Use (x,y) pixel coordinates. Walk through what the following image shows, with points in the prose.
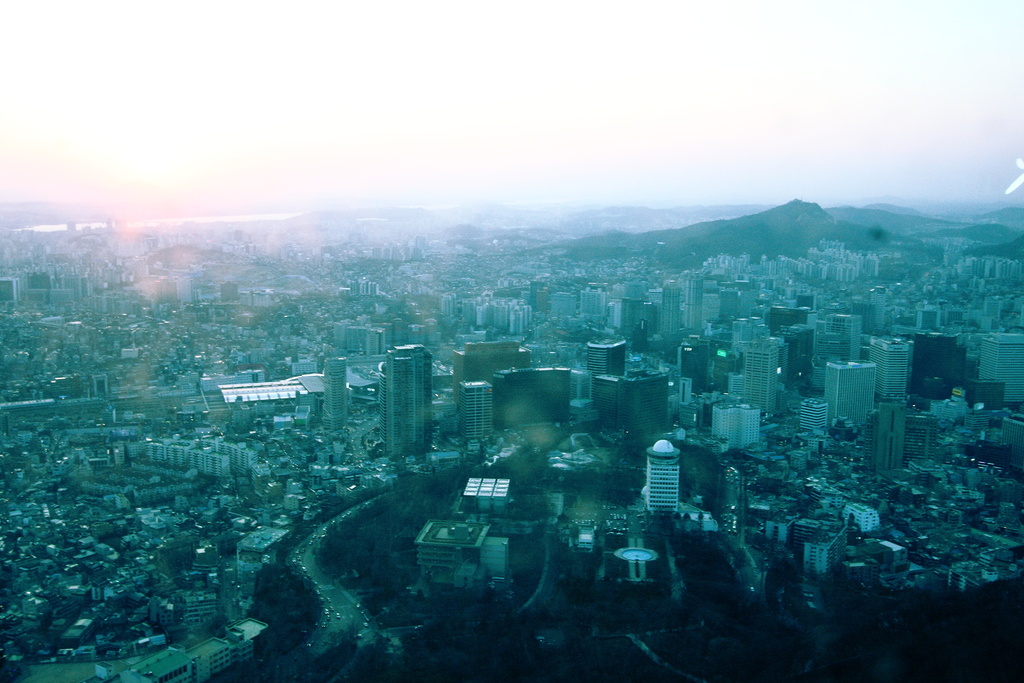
This image is taken outdoors. At the top of the image (631,63) there is the sky (779,70) with clouds (432,155). In the middle of the image (350,349) there are many buildings (859,519), houses (901,504) and skyscrapers (635,381). There are many trees (356,527) and plants (584,565) on the ground (600,561). There are a few roads (350,610) and there are many vehicles (296,556) moving on the roads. There are many vehicles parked on the ground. In the background (47,229) there is a pond (89,225) with water (62,229) and there are a few hills (814,225).
